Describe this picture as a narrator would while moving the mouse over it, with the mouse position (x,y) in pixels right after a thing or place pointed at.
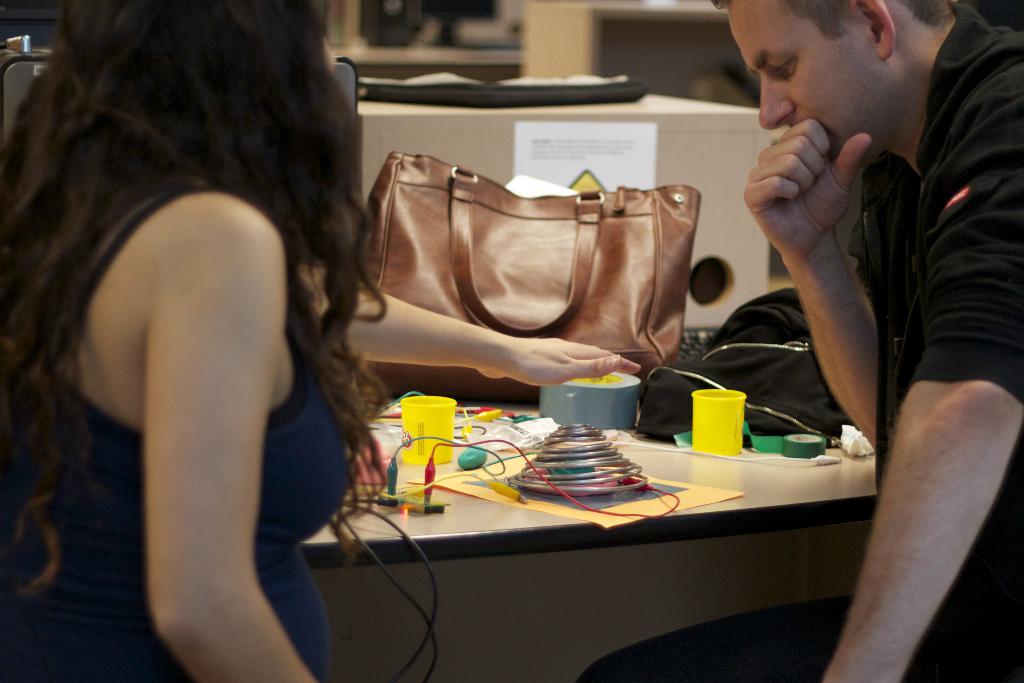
On this table (744,483) there are cups (702,396), bag (693,379) and things (583,438). These 2 persons (197,131) are sitting. A poster (613,163) on this cupboard (685,154).
